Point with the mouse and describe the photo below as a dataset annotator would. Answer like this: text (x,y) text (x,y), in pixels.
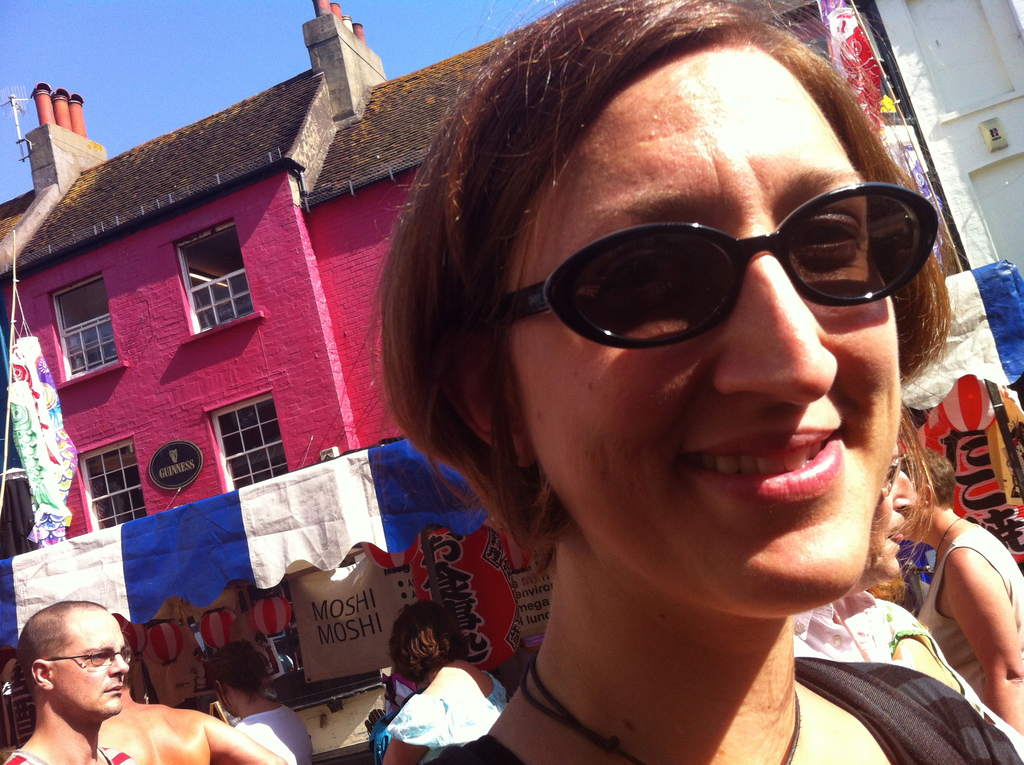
In this image we can see there is a girl (770,434) with a smile (777,457) on her face (666,521), behind her there are few people (440,669). In the background (114,548) there is a tent (326,497) in front of the building (234,389) and a sky (184,48).
